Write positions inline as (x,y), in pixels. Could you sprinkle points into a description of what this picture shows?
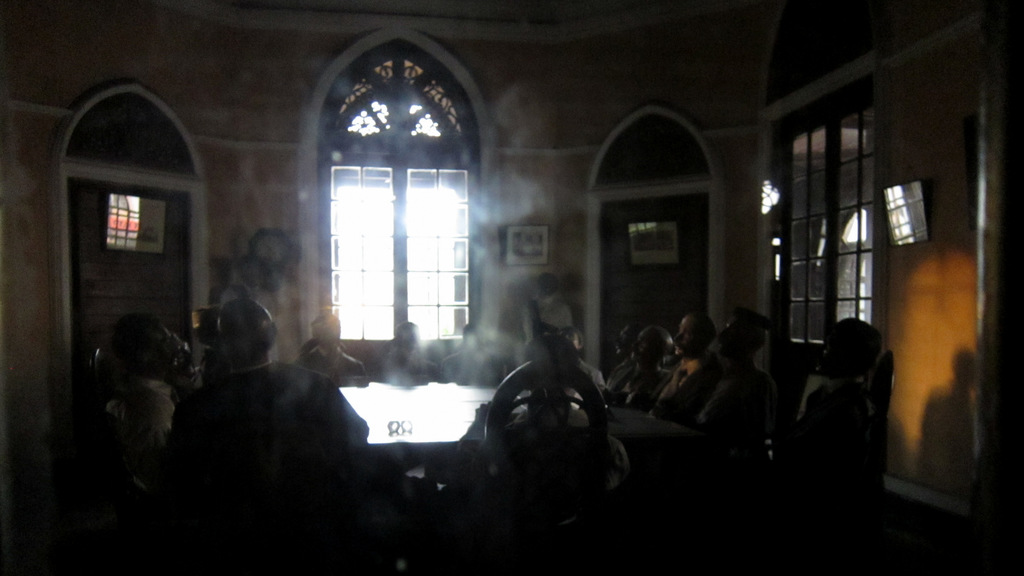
This image is taken from inside. In this image we can see there are a few people (684,337) sitting on the chairs (106,385), in front of them there is a table (391,399). In the background (322,216) there are some windows (426,225) and photo frames (520,246) are attached to the wall (649,86).
